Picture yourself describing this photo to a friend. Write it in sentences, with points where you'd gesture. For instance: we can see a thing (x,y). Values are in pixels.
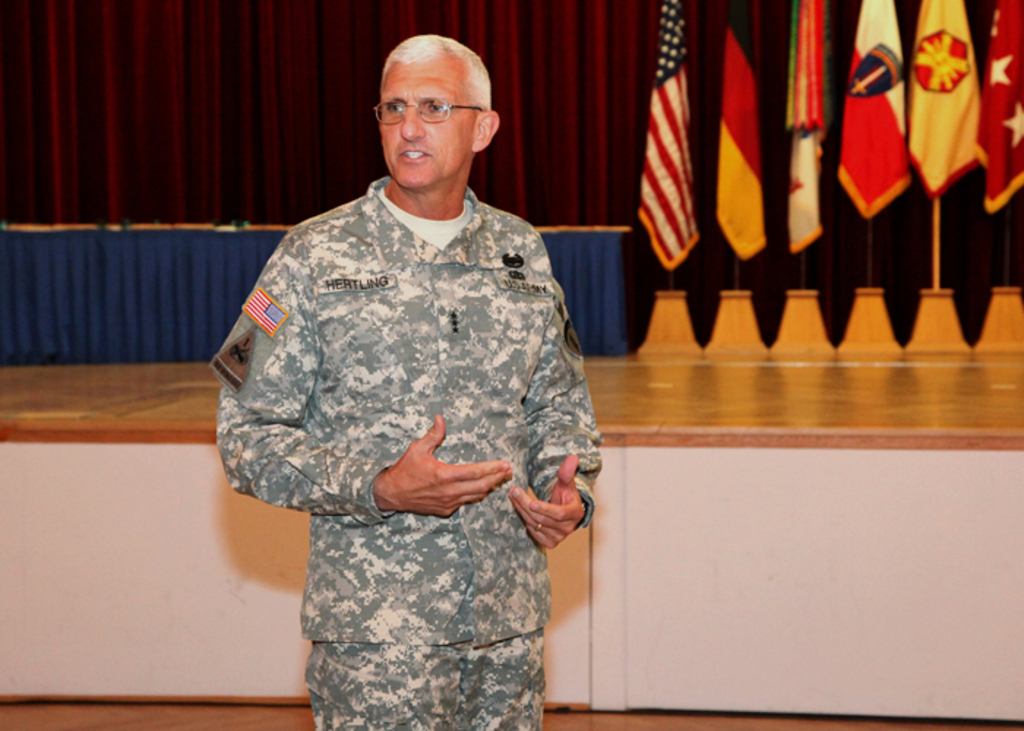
In this picture there is a man (295,366) standing and talking. In the background of the image (706,236) we can see flags (683,230), table (118,321), curtains (511,61) and stage (671,419).
